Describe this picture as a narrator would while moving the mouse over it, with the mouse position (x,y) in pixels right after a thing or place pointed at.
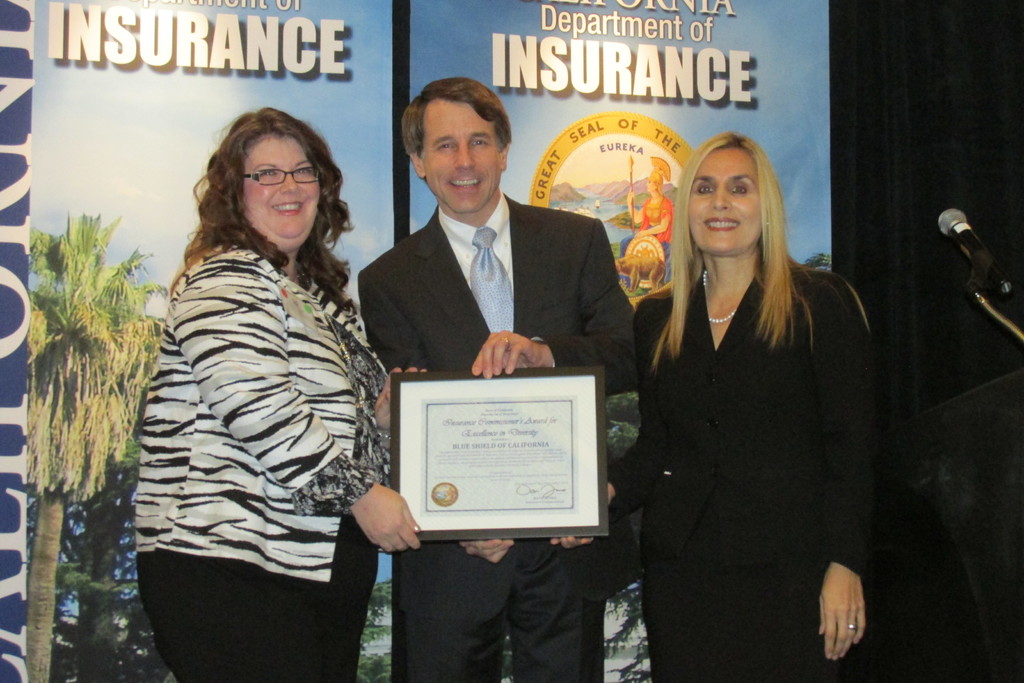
There are three people (680,424) standing and smiling and this man (481,341) holding a frame (548,419) and we can see microphone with stand (983,281). In the background (954,268) we can see banners (650,54) and it is dark.
